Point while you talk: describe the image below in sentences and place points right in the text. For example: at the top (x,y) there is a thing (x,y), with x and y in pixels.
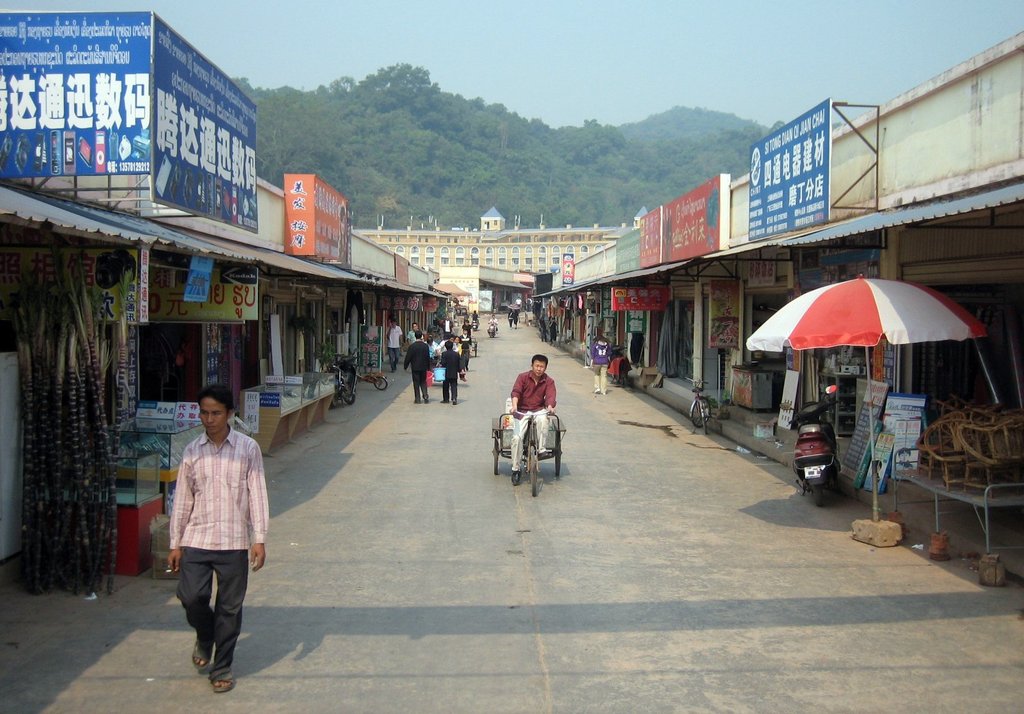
In this image there are people (441,357) walking on a pavement (519,587), on either side of the pavement (607,686) there are shops (161,402), for that shops (622,307) there are boards (686,204), on that boards (237,273) there is some text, in the background (399,160) there is mountain (672,148) on that mountain (438,155) there are trees (305,159) and the sky (743,31).
